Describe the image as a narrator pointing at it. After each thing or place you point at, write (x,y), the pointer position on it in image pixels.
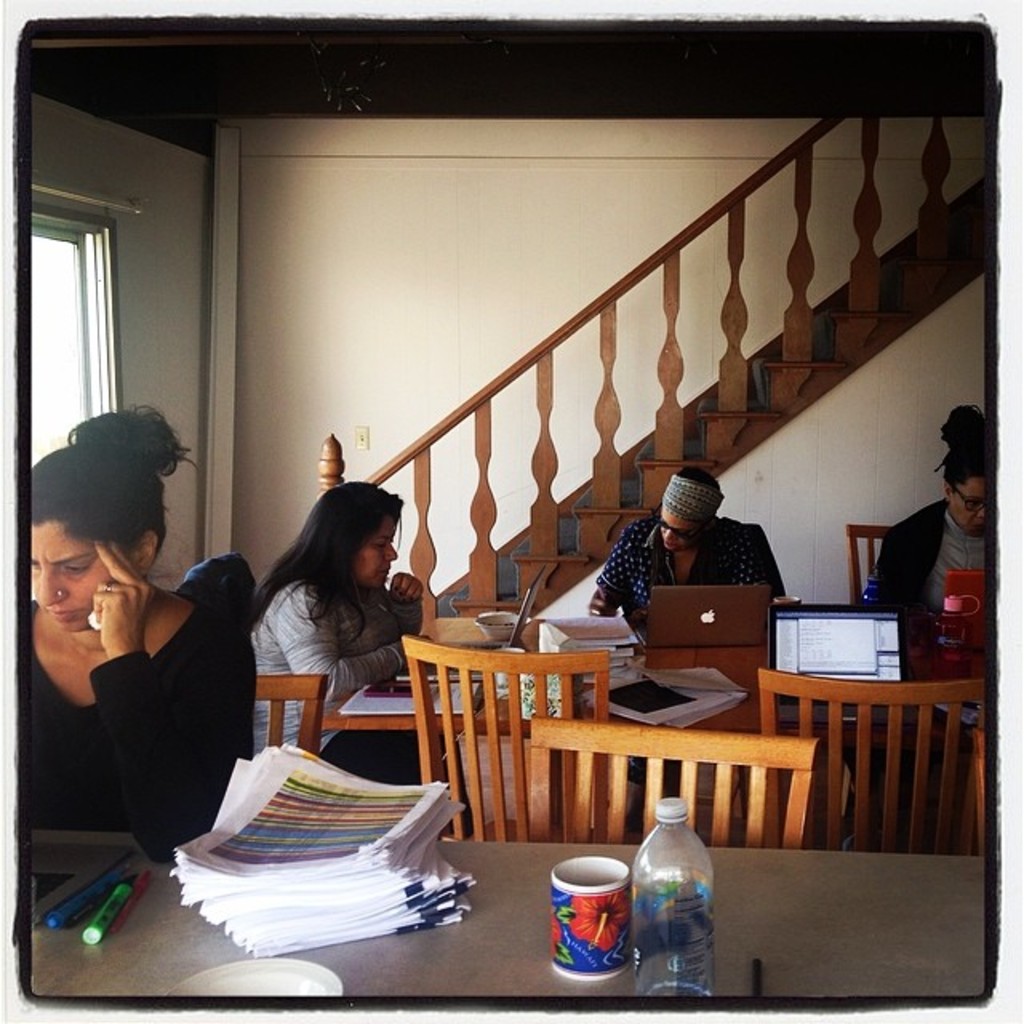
Four people (379,545) are sitting in chairs (308,719) at a tables (704,664) are working with their laptops (804,621).
